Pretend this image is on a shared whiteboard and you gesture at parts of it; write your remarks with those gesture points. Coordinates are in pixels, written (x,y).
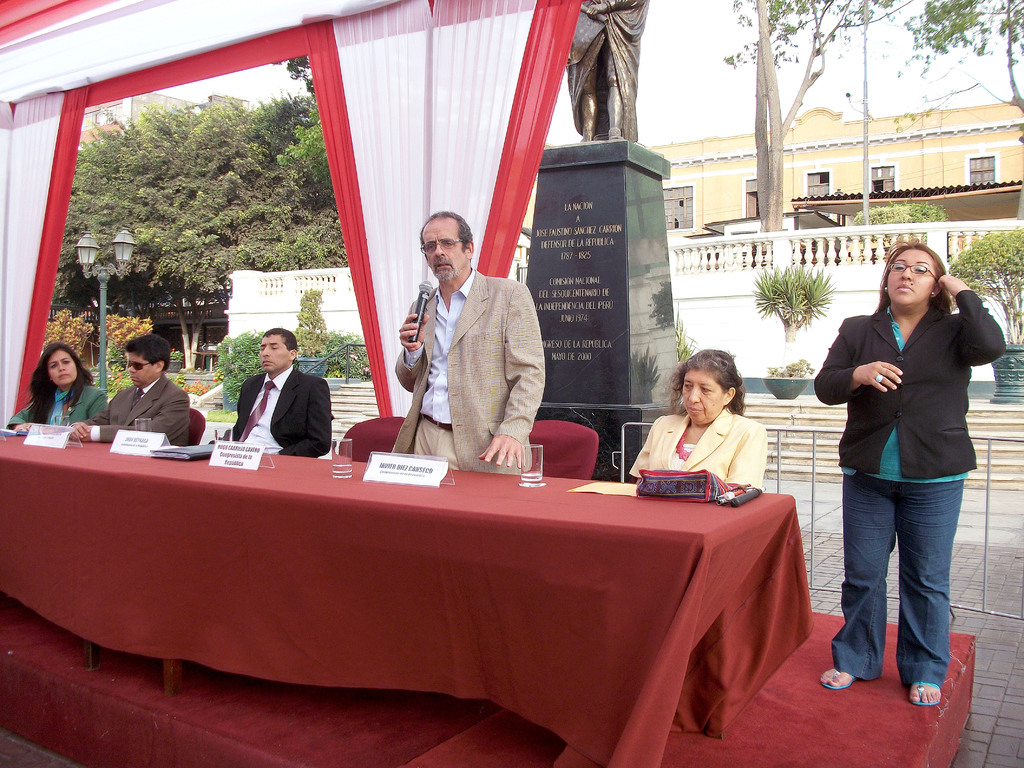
At the top of the picture (830,70) we can see sky (794,96) and trees (231,174). On the background (887,170) we can see building (874,175) with windows (889,187). This is a wall (803,327). Here we can see few plants (322,337). In Front (265,744) portion of the picture we can see a platform (312,725) and here we can see a table (569,577) with a red cloth (556,588) on it. These are the name boards (48,441). Here we can one man (494,467) standing and holding a mike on his hands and giving a speech and four persons (325,435) are sitting on the chairs (561,465). On the right side of the picture (848,659) there is one women (901,651) standing wearing a black blazer (941,425). Behind to this man (505,411) there is a statue (619,40). This is a white and red cloth decoration (426,132) behind the platform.
